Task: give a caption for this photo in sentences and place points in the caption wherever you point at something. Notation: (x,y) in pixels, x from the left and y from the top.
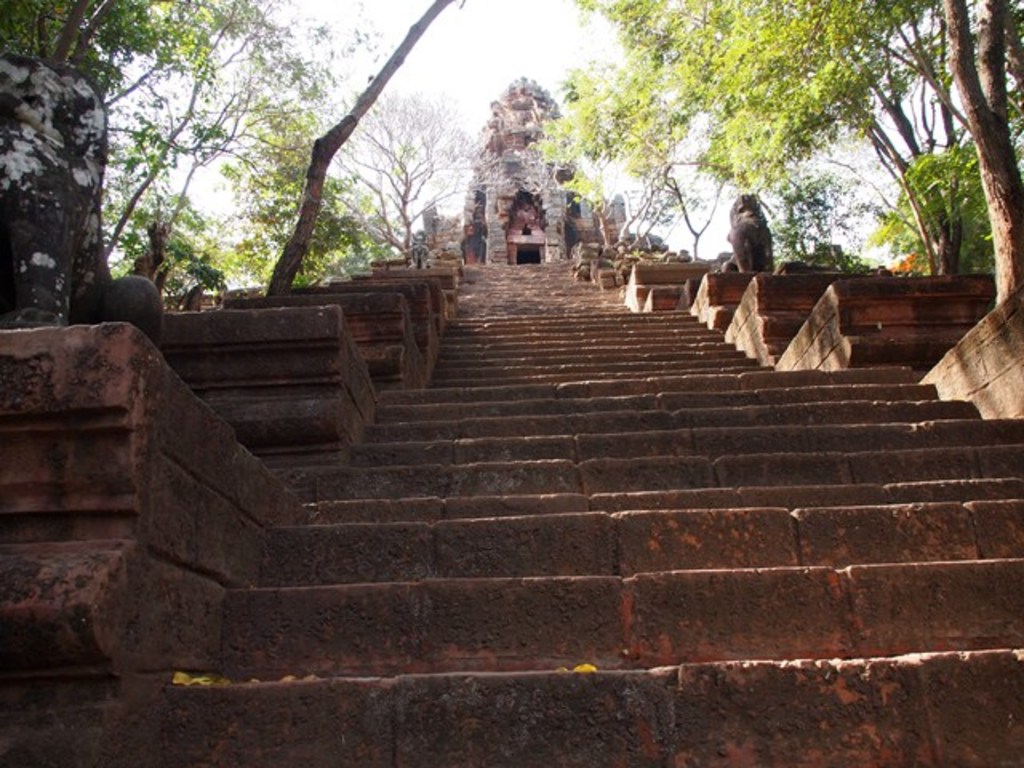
In the foreground of the picture (410,383) there are sculpture (78,230) and staircase (602,480). At the top (421,153) there are trees (972,173) and a temple (531,187). Sky (518,17) is sunny.
